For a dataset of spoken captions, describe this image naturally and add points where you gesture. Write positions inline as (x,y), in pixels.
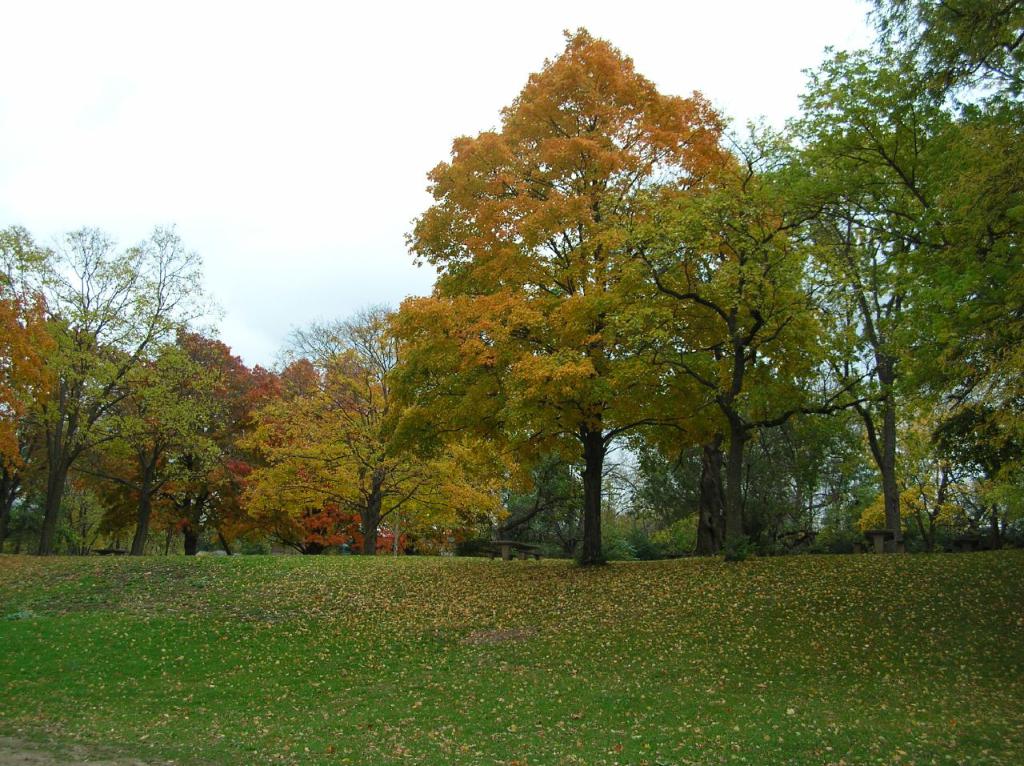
At the bottom of the picture (528,622), we see the grass (488,687) and the leaves (584,645). In the middle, we see a bench (527,551). On the right side (887,534), we see a bench (863,545). There are trees (512,446) in the background (575,384). At the top (295,207), we see the sky (279,171).
